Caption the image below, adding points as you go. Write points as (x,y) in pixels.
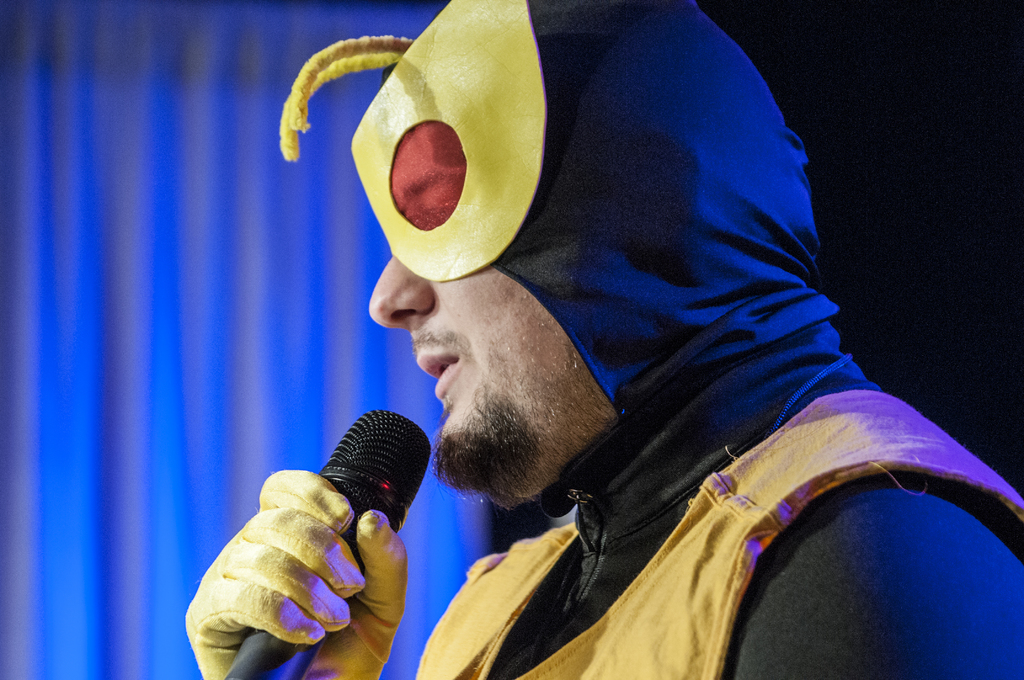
On the right (726,307) there is a man (554,383) and he wore a fancy dress (506,563) and holding a mike (357,511) in his hand (323,516). In the background (194,272) we can see a cloth (199,227).
